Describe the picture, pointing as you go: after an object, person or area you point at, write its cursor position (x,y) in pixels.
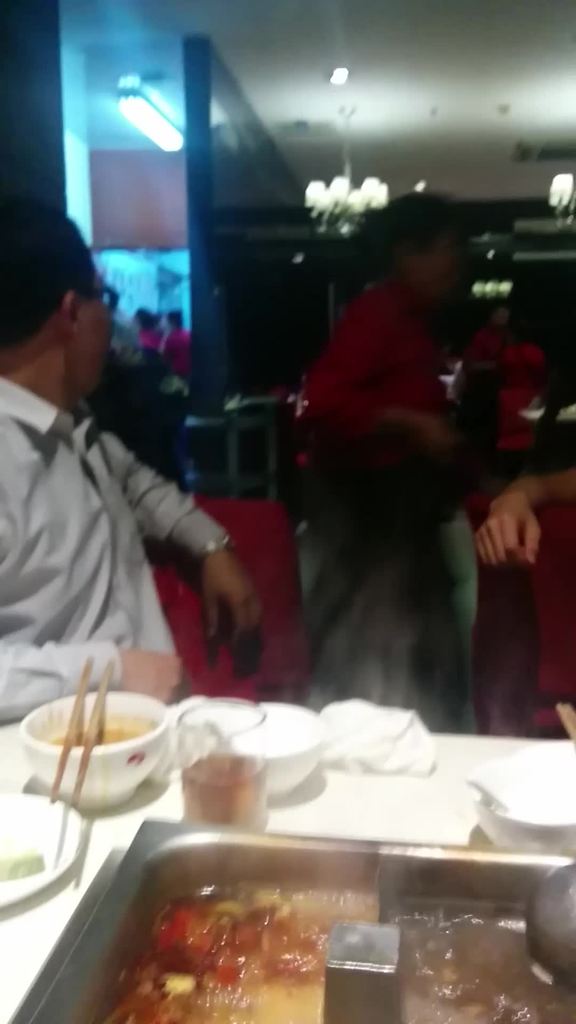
This person (251,611) sitting on chair (256,594) and this person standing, we can see bowls (64,780), sticks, container (508,860), food (208,1023) and objects (339,757) on the table (388,771). Right side of the image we can see person hand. Background (316,187) we can see lights (319,198) and people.
